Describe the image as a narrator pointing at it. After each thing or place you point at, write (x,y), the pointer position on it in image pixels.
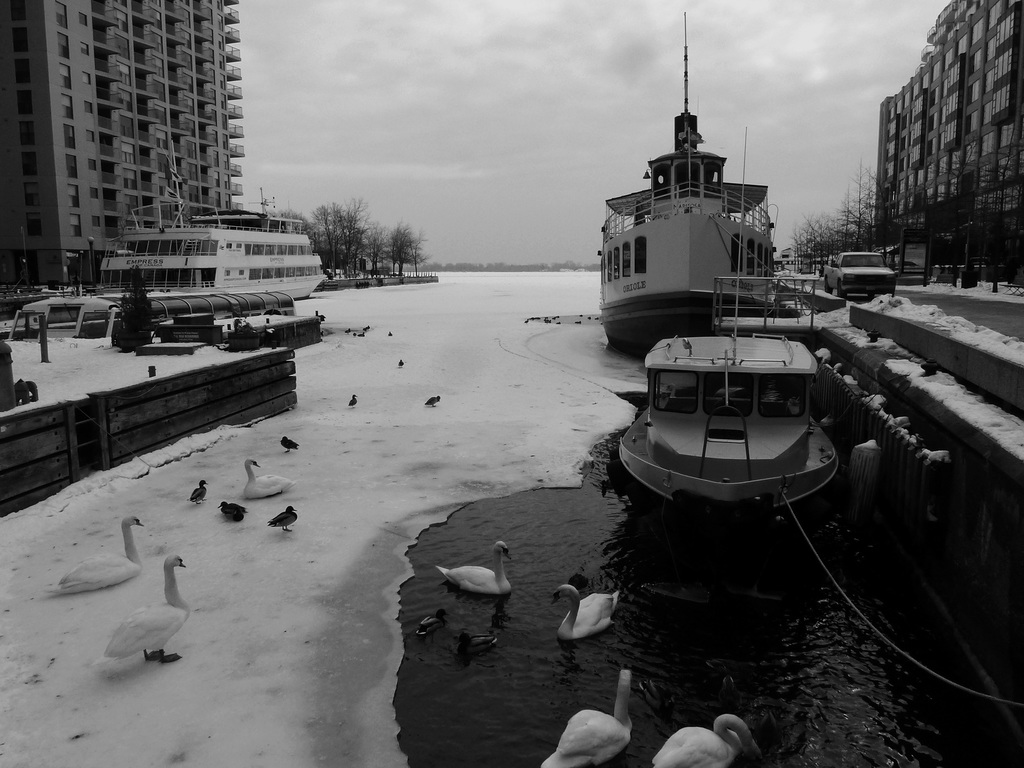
In this picture I can see the water (535,693) in front (508,693) and I can also see number of ducks (499,559) and boats (84,304) and I can see buildings (56,211) and trees (317,216) on both the sides. On the right side of this picture (923,297) I can see the road (963,307) on which there is a car (851,273). In the background (569,141) I can see the sky (569,75) which is a bit cloudy. I see that this is a black and white picture.
